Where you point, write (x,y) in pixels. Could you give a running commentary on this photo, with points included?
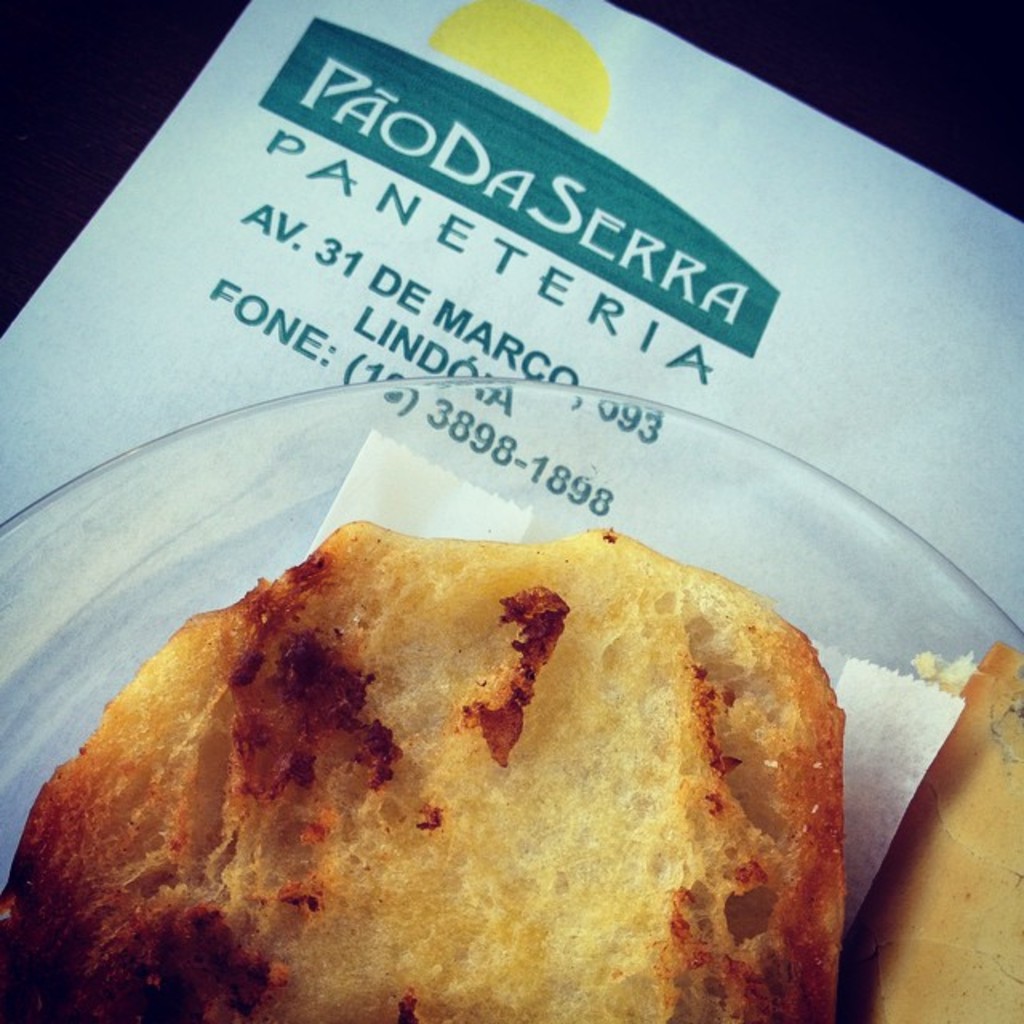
We can see a food item (532,839) on a tissue paper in a plate (769,524) on the poster (983,527).
